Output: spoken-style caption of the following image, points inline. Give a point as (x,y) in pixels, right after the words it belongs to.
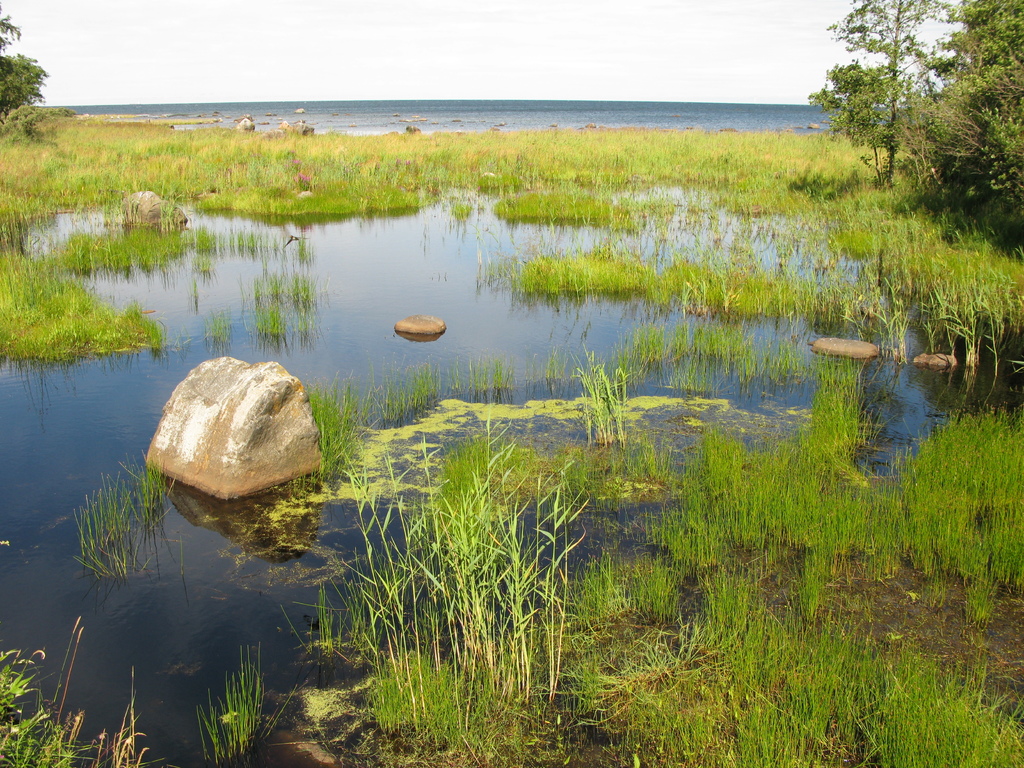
In this picture we can see grass (454,158) and few rocks (249,427) in the water (562,351), and also we can see few trees (13,75).
